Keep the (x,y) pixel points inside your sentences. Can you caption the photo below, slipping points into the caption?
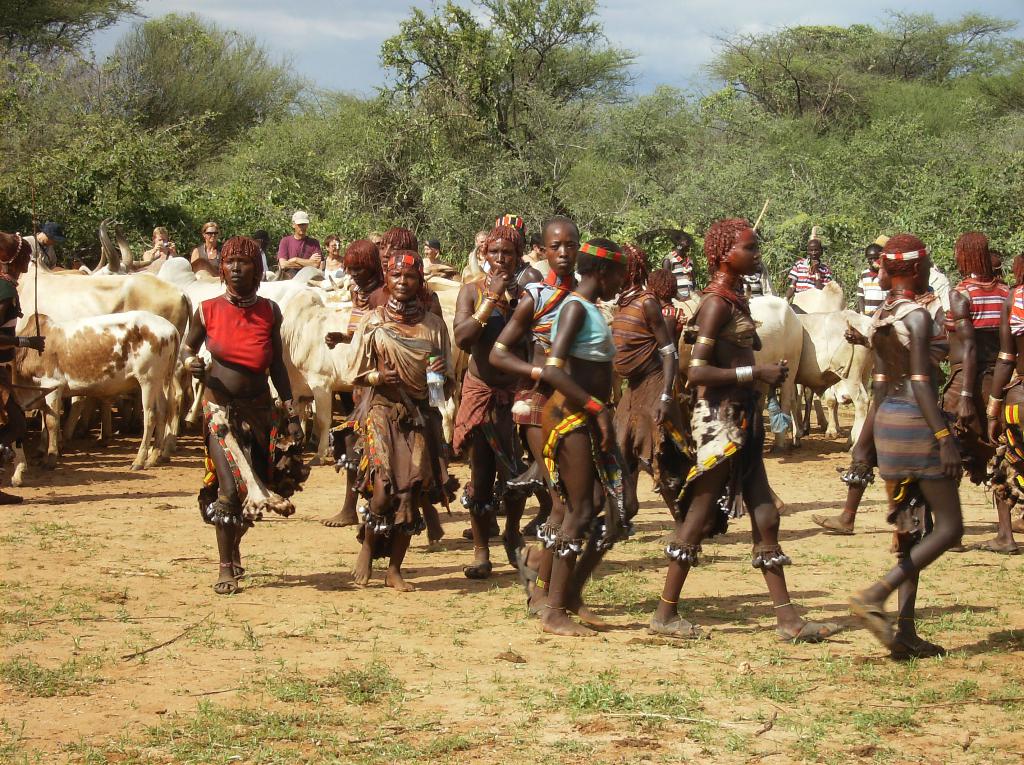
In this image, I can see group of people (551,469) walking. This is a herd of cattle (832,317). These are the trees (530,101) with branches (515,101) and leaves (643,178). I can see few people (300,240) standing.
